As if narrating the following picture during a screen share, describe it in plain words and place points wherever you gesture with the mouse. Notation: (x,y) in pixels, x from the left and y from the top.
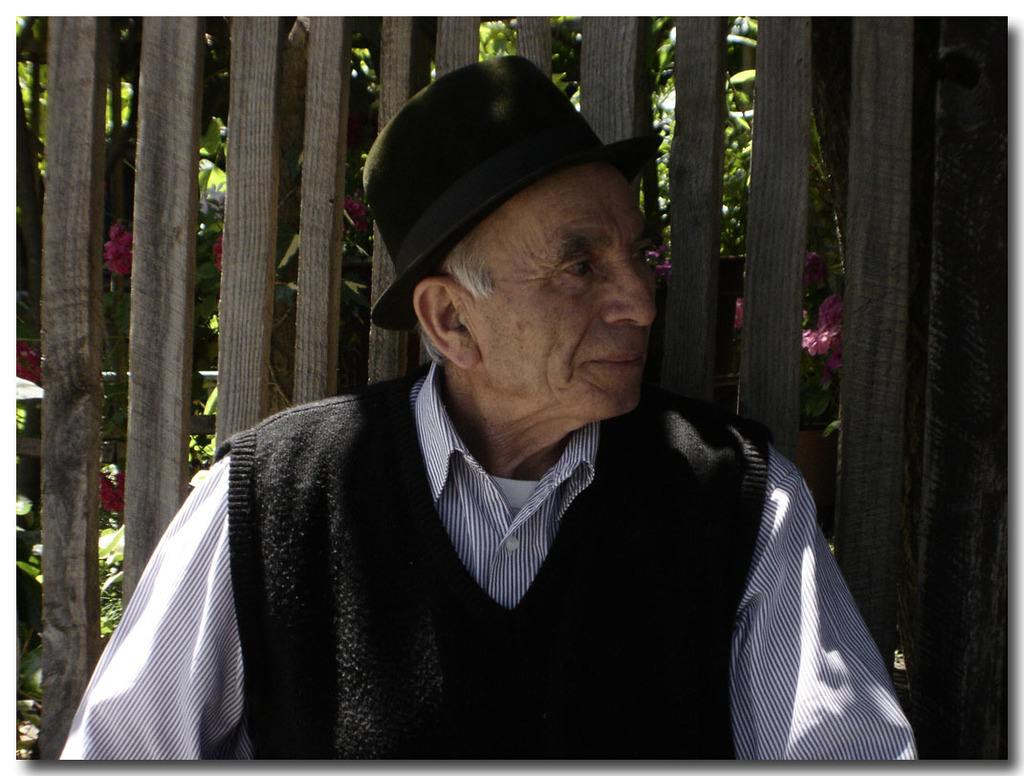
In this image I can see a man (391,672) wearing black hat (532,159). In the background (121,121) I can see plants (737,238). I can also see he is wearing black color of sweater (582,538).
